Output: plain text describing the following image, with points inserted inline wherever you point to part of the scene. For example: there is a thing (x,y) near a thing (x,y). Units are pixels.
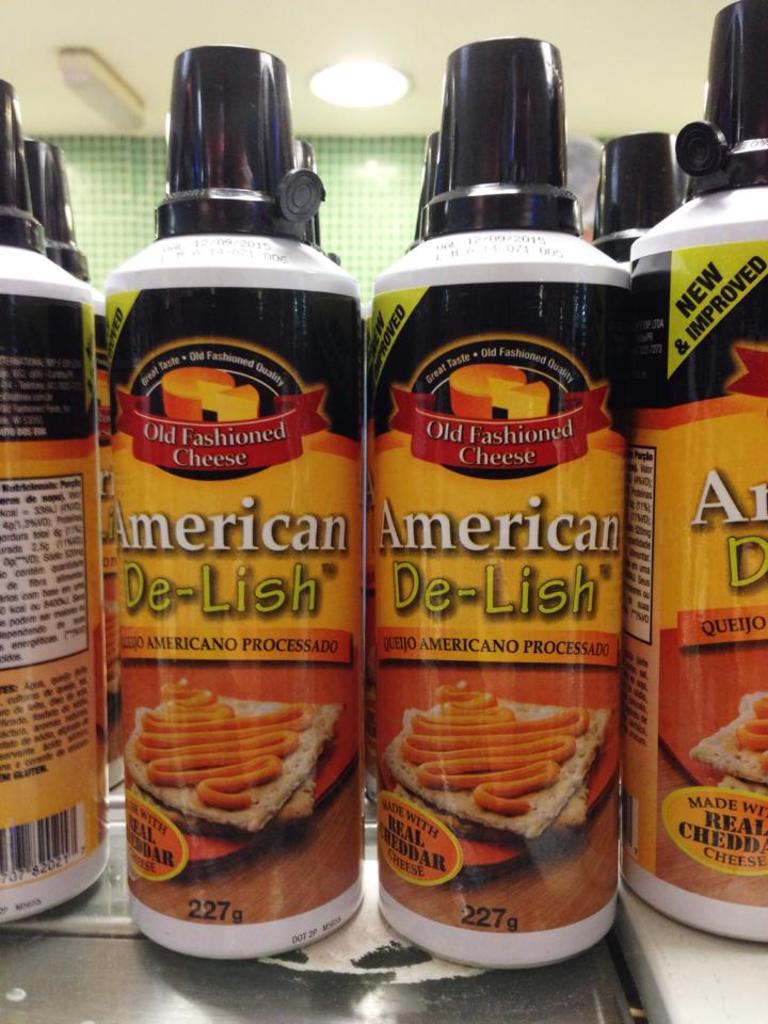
In this image in the center (379,367) there are bottles (302,435) which some text (283,592) written on it. In the background (381,173) there is a wall (399,139) which is green in colour and on the top (350,90) a light (379,66).
